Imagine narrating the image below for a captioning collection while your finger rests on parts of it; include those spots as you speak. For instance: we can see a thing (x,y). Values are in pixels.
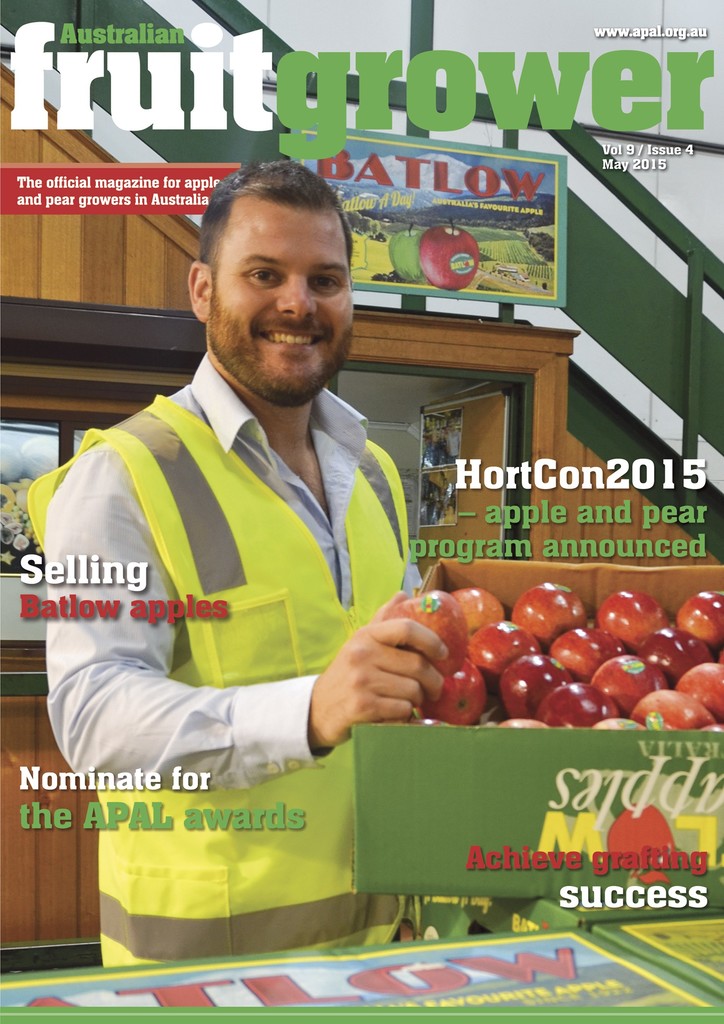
In this picture we observe a guy (297,292) who is selling apples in a basket (358,778) and we also observe Australian fruit grower is written on the magazine (108,612).
